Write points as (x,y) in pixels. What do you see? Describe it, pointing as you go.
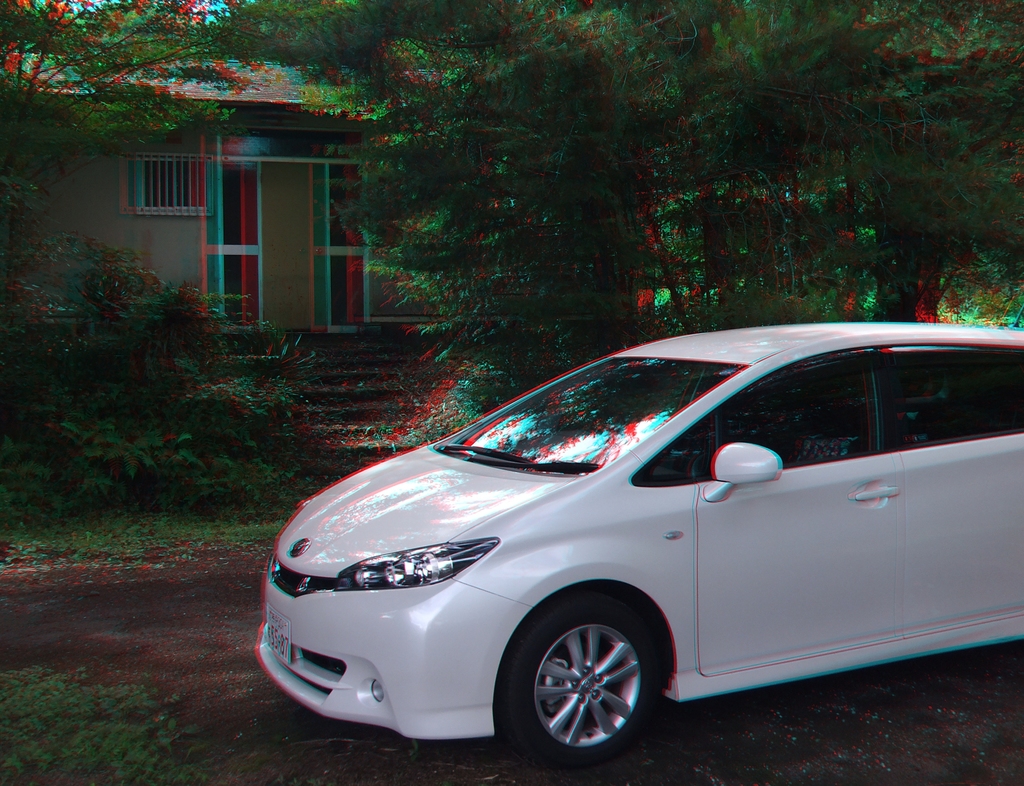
In this image there is a white colour car (654,491) on the ground (244,651). In the background (264,256) there is a house (272,225). In front of the house (339,324) there are steps (337,407). Behind the car (811,327) there are trees (794,160). On the ground (139,614) there are small plants (116,711) and sand (226,641).
